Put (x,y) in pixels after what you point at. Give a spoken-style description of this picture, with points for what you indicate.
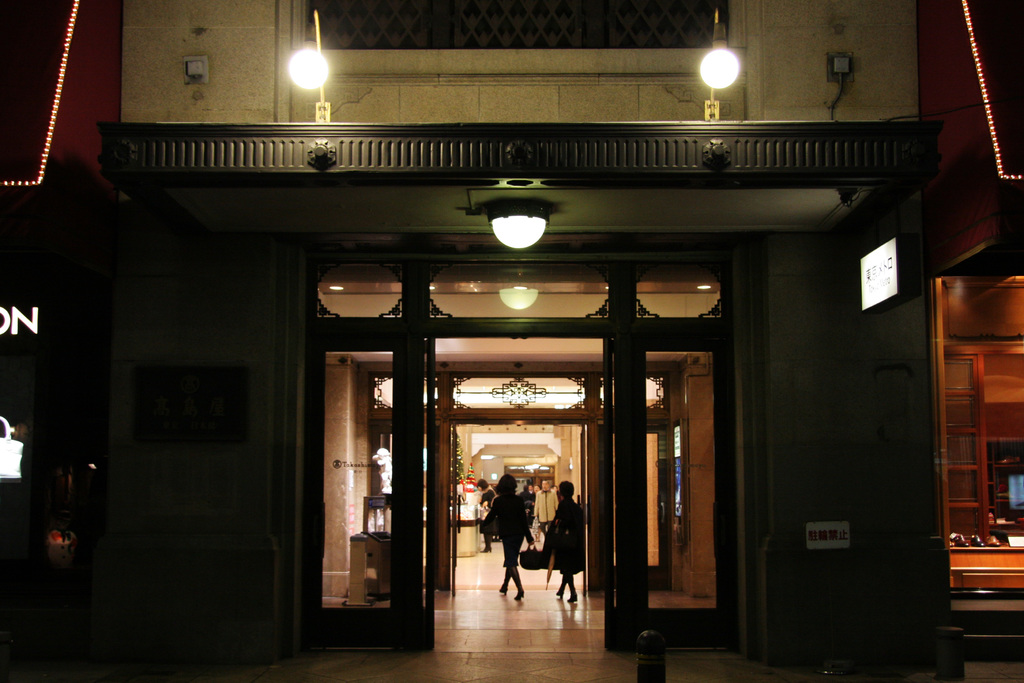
In this image in the center (360,427) there is a building (887,509), and on the right side (954,471) and left side (106,65) also there are buildings (101,428). In the center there are some persons (532,543) walking and also some lights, statues (389,468) and some other objects (473,480). And at the top (988,106) there are some lights (988,106). At the bottom (506,658) there is floor (492,615) and also i can see some boards (895,256).
